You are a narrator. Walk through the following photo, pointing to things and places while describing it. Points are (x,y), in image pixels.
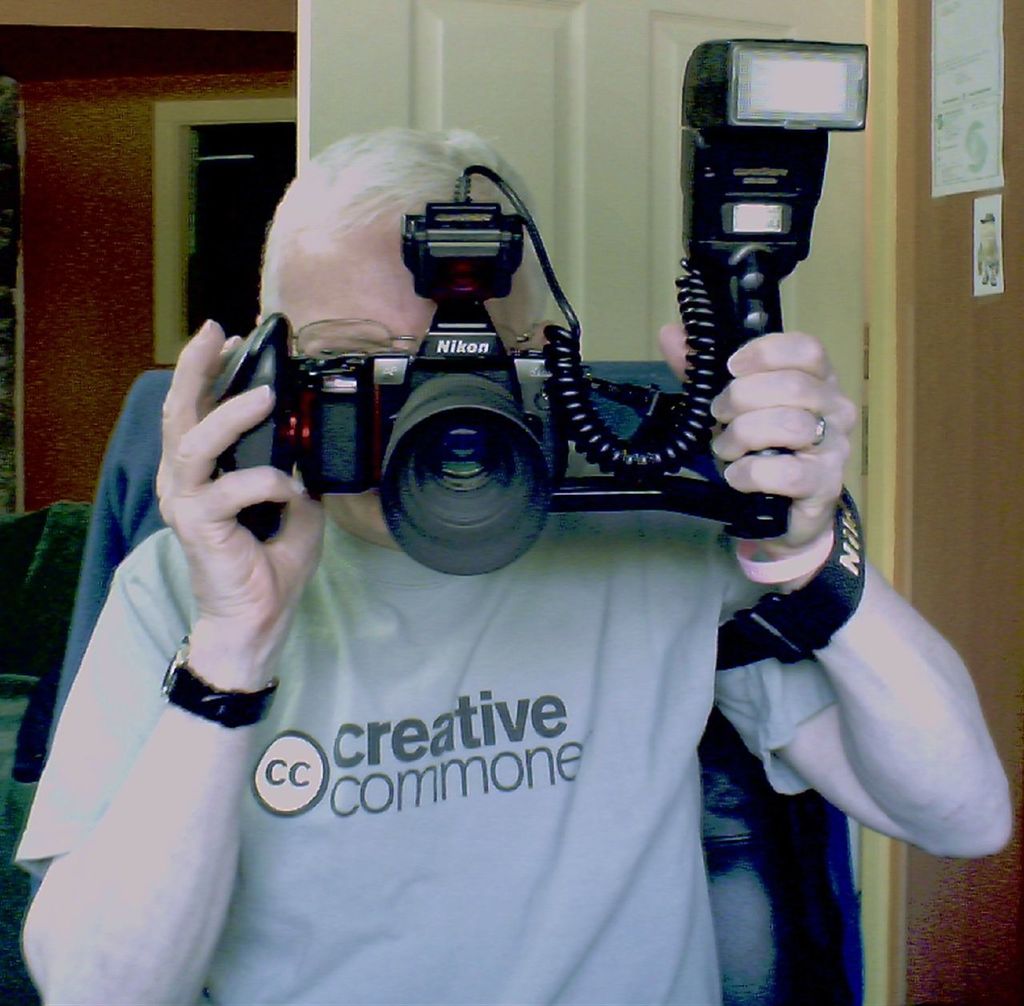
As we can see in the image there is a door (607,49), red color wall (108,155), window (188,146), paper (962,63) and a man (377,235) sitting on chair (151,491) and holding camera (298,448).
